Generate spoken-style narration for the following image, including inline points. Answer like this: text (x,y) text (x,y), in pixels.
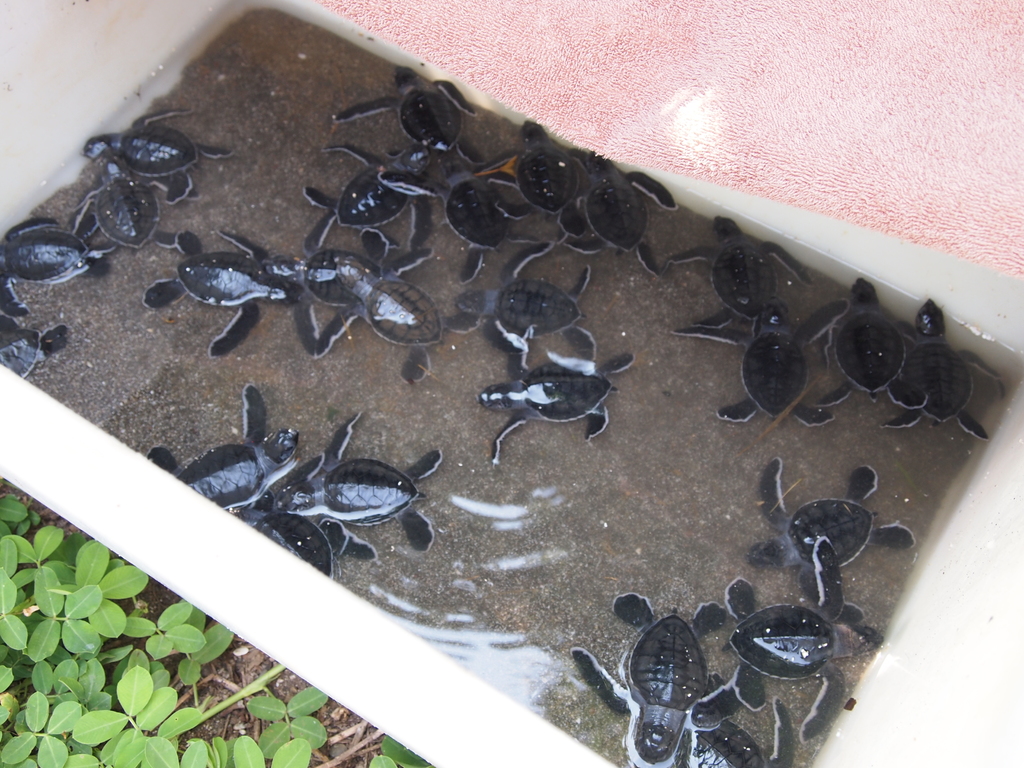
In this image I can see the water (537,542), few turtles (547,412) which are black in color in the water (436,286) and the pink colored surface (687,108). I can see few leaves (114,657) of the plant (105,653) which are green in color.
